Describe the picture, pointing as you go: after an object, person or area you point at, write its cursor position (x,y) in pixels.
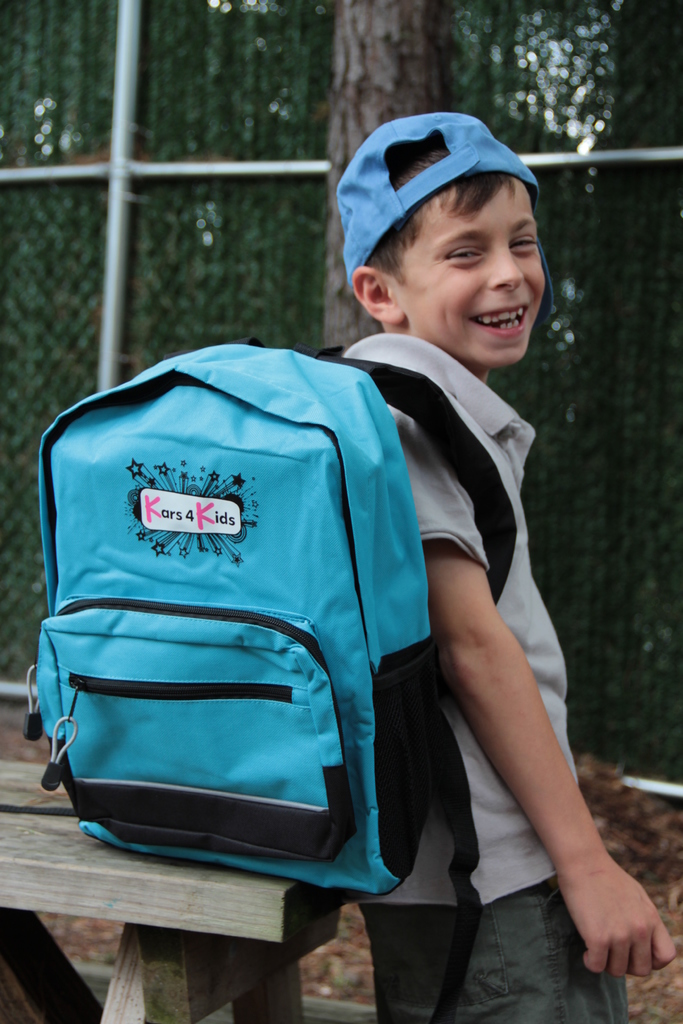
In this picture we can see a boy (468,323). He is carrying his backpack (233,721) and he is smiling. On the background (569,76) we can see a fence (239,107).
